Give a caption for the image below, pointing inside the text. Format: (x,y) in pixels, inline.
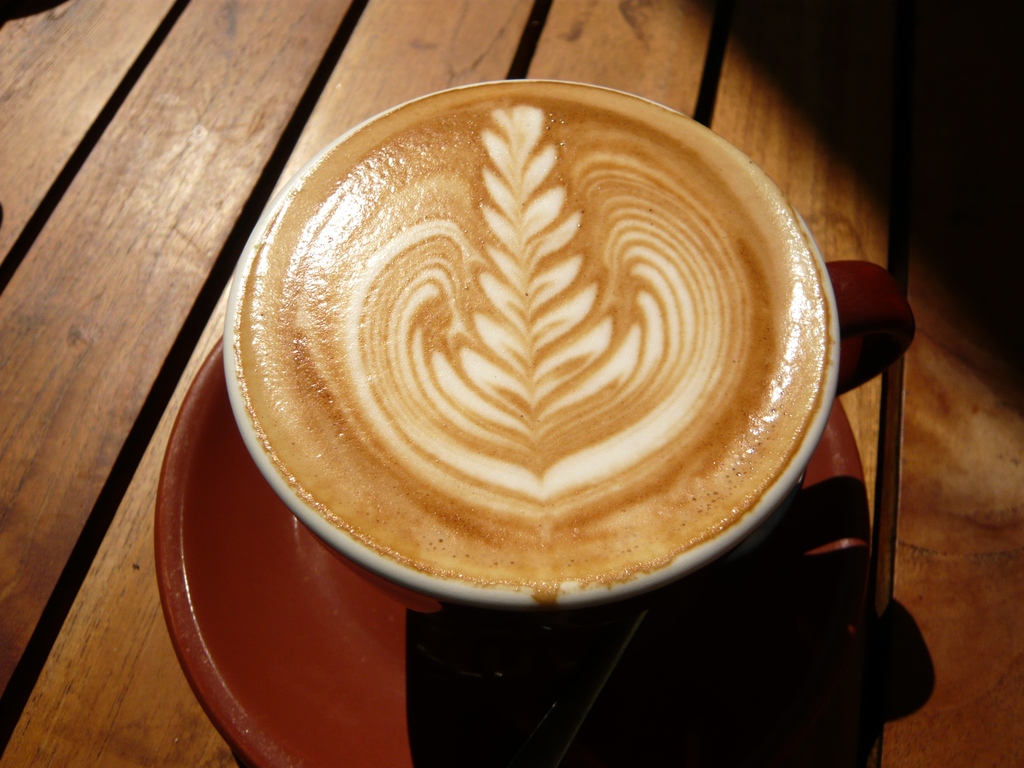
In this image there a table (996,569) on that table (972,381) there is a coffee cup (636,595) and a saucer (232,604).
